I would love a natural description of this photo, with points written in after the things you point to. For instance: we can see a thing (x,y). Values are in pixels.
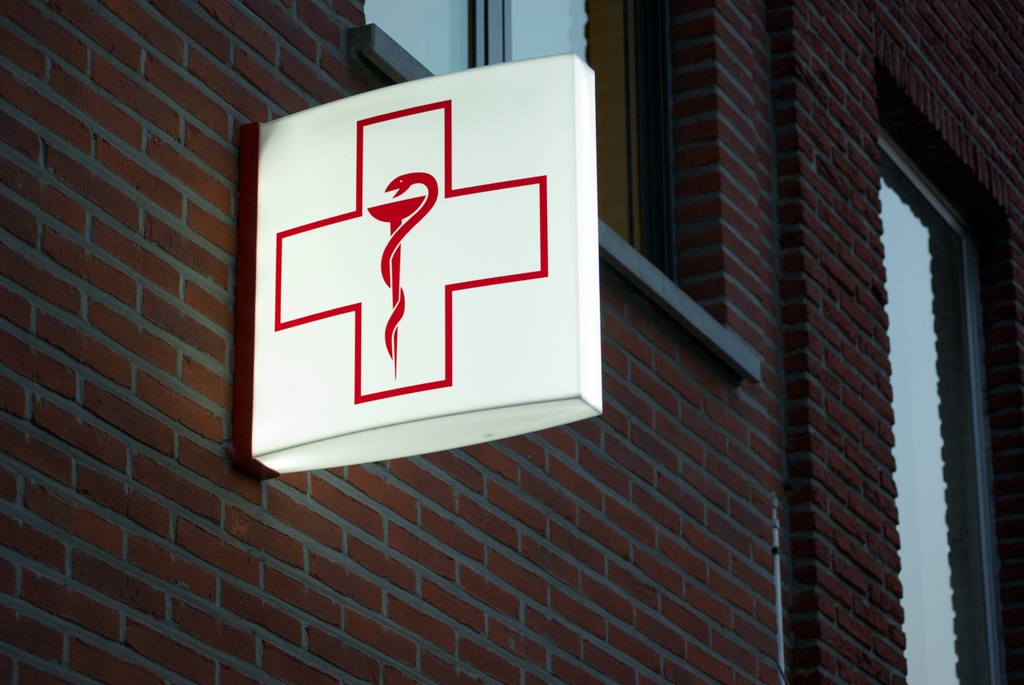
In this image I can see a building (137,128) which is brown and ash in color which is made up of bricks (383,479). I can see few glass windows (896,361) and a white colored board (561,277) attached to the building (421,52).
